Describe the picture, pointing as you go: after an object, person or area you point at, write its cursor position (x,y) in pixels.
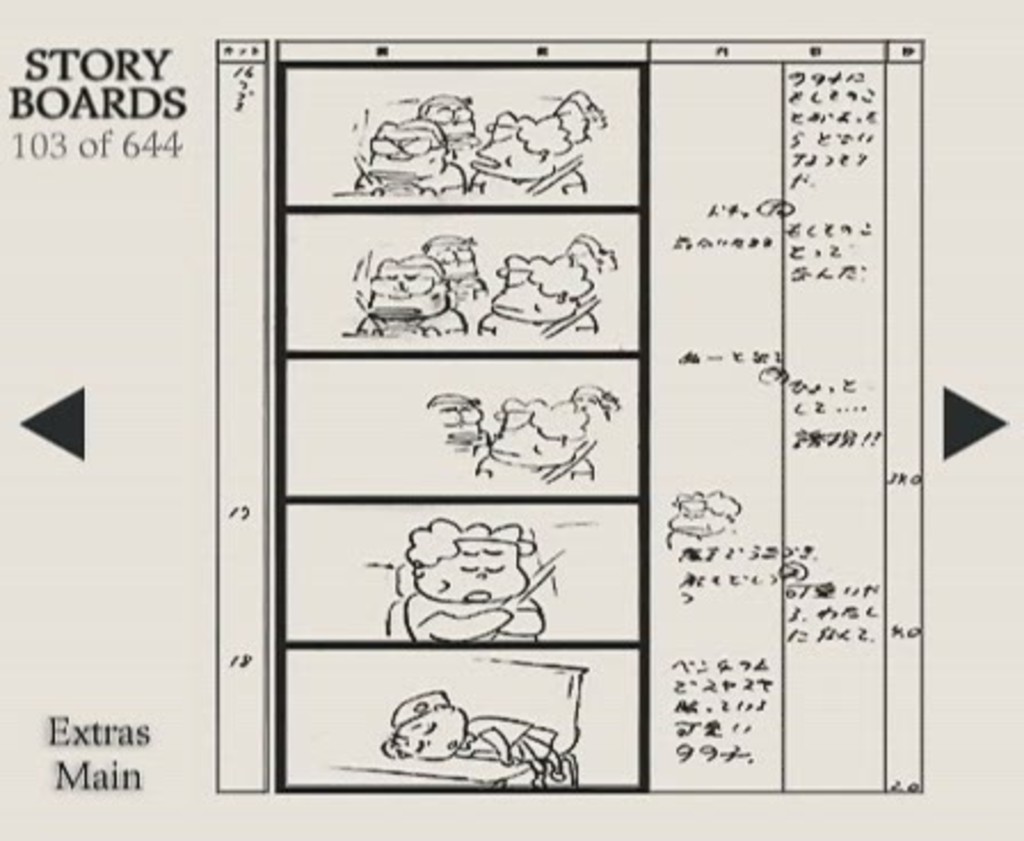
In this image I can see some text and few cartoon images (406,312) on a white paper (225,356).
